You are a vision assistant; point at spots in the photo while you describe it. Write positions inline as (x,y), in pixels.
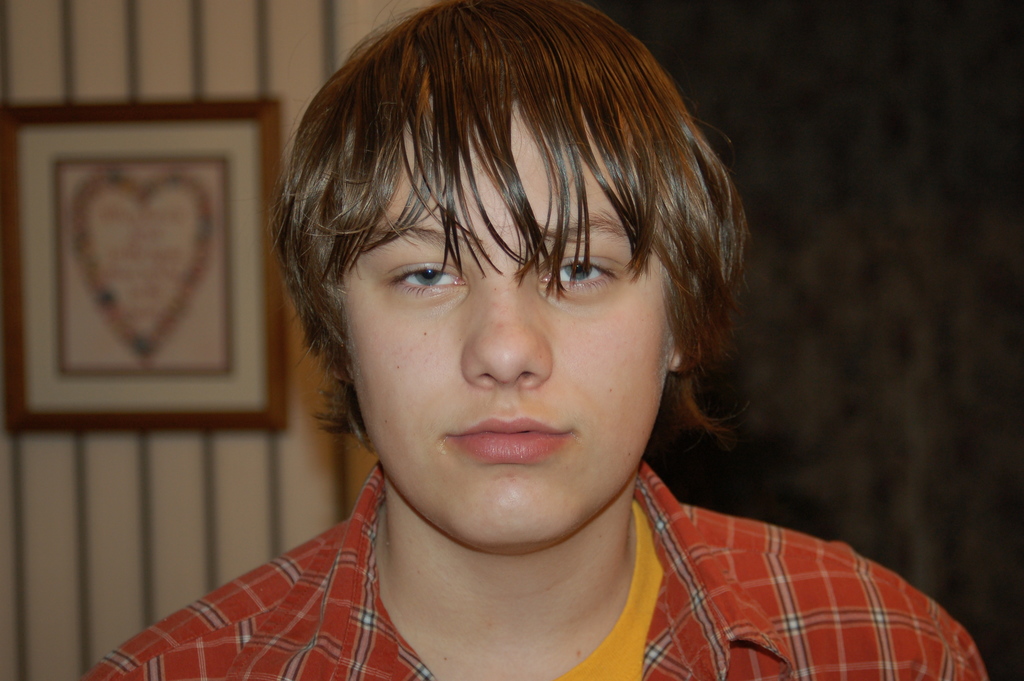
In this image we can see a person (376,528) wearing red color shirt (836,573) and yellow color t-shirt (618,646). The background of the image (843,233) is slightly blurred, where we can see a photo frame (78,344) on the wall (256,529) and this part of the image is dark.
